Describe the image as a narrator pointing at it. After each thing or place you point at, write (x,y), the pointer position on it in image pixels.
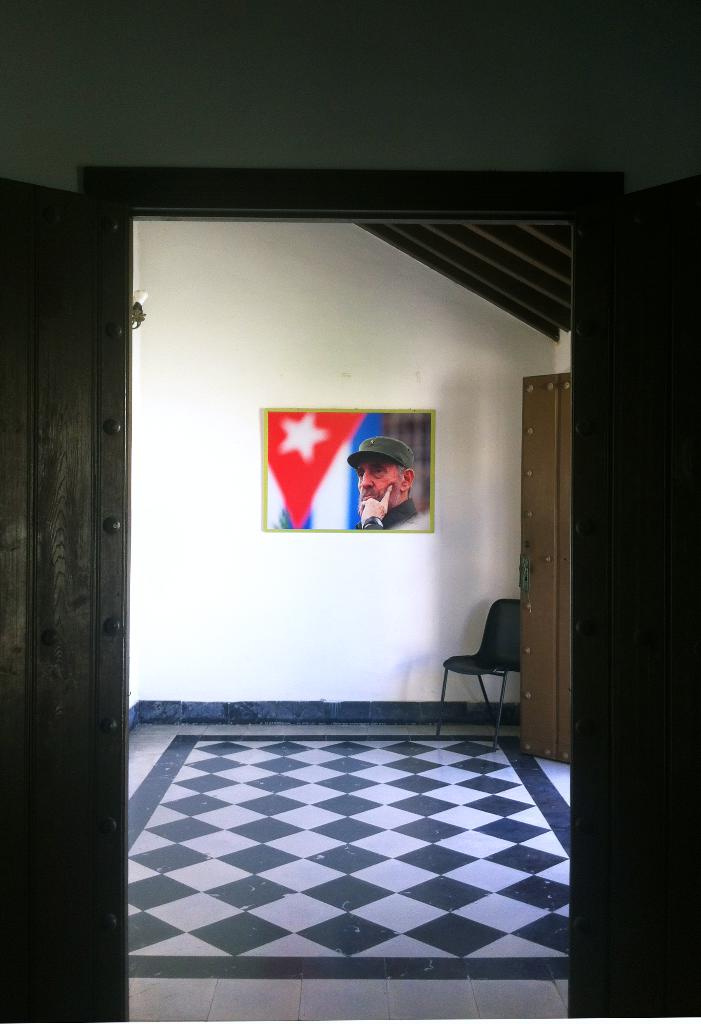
In the middle (348,527) it's an image in the right (477,659) there is a chair (486,651) and at the down these are the stones (404,934).
